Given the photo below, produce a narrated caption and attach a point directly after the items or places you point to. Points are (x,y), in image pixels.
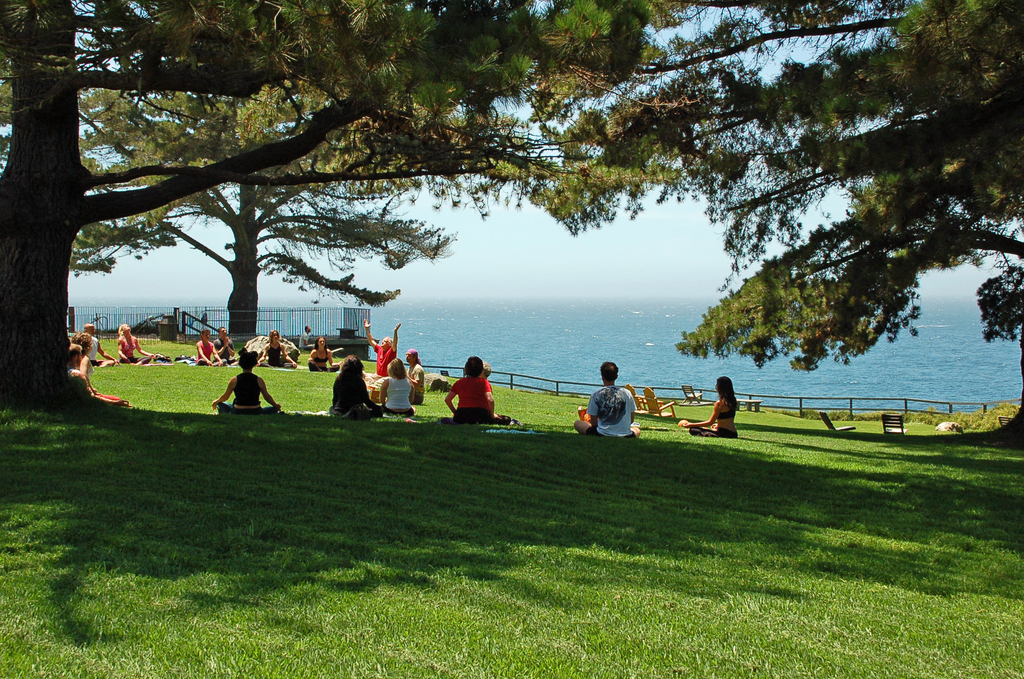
In this picture we can see some people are sitting on the ground (424,393) and doing yoga. In the background of the image (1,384) we can see the trees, grass (569,450), chairs (662,414), railing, grilles (320,322) and clothes (400,396). In the middle of the image (414,345) we can see the water (638,329). At the top of the image (398,212) we can see the sky (679,57). At the bottom of the image (390,545) we can see the ground (412,453).
